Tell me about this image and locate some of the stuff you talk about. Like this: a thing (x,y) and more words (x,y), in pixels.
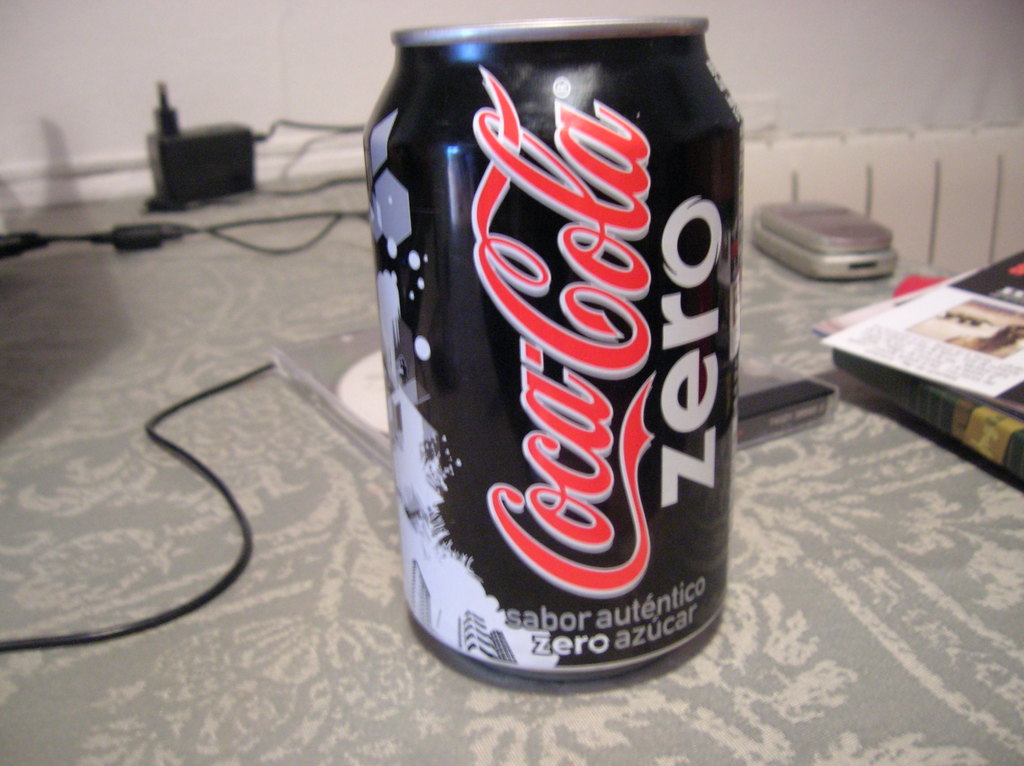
As we can see in the image there is a coca-cola tin (569,473), newspaper (942,333), mobile phone (825,231) and a charger (194,190) on table (341,496).
